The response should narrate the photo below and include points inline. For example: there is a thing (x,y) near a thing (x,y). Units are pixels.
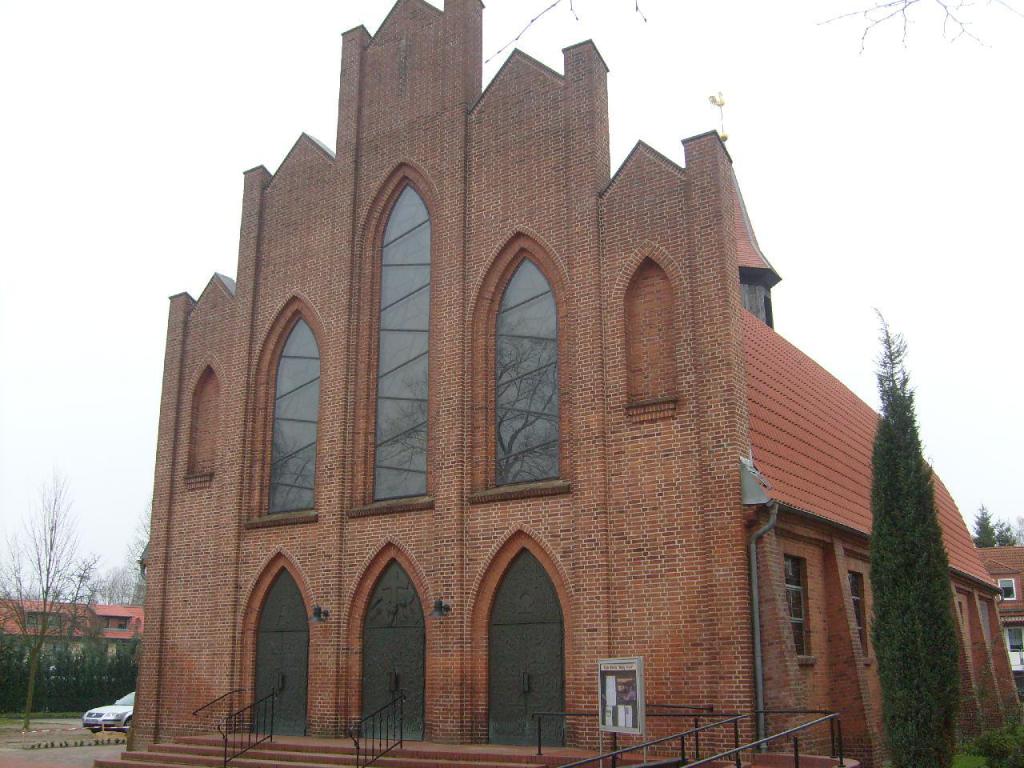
In this image in the center (606,294) there is one building (409,643), beside the building (871,642) there are some trees (911,680) and on the background (79,615) we could see some houses (83,614). On the left side (120,713) there is one car (114,708) and on the bottom (405,745) there are some stairs (180,751) and board (623,721) is there on the top (490,19) there is sky (105,164).
